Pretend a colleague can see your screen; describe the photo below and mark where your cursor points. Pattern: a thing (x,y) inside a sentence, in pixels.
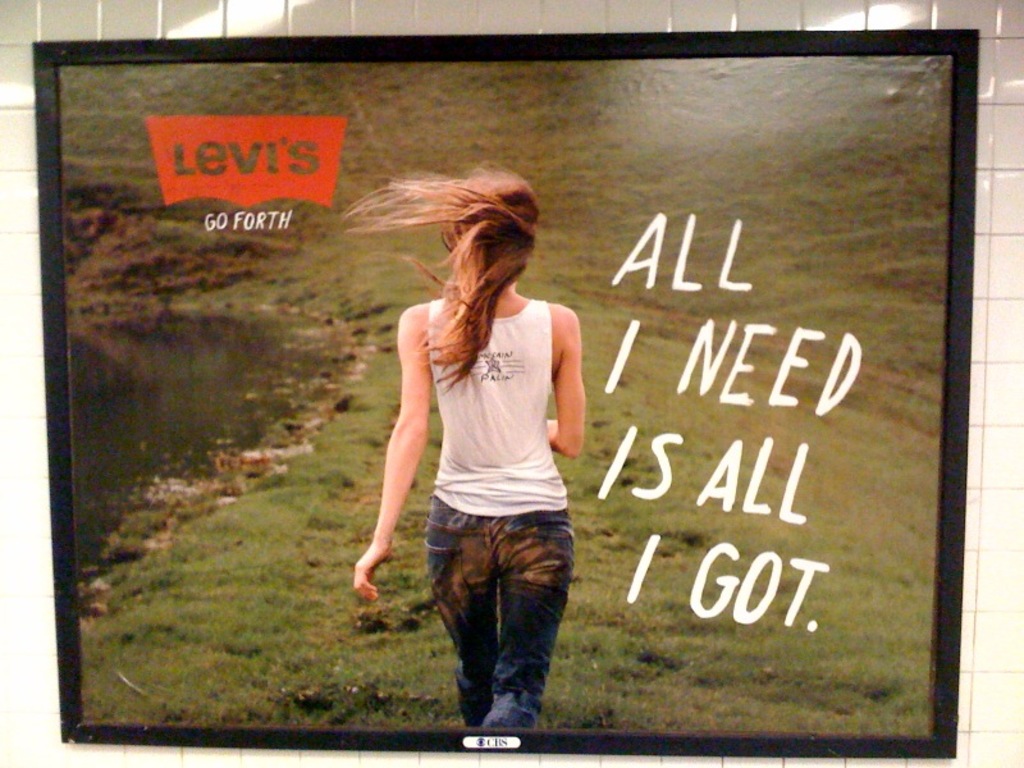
In this picture we can see frame (869,451) on the wall (1000,453), in this frame (654,316) there is a woman (497,667) walking on the grass (661,653) and we can see some text (735,489) and logo (205,153).
